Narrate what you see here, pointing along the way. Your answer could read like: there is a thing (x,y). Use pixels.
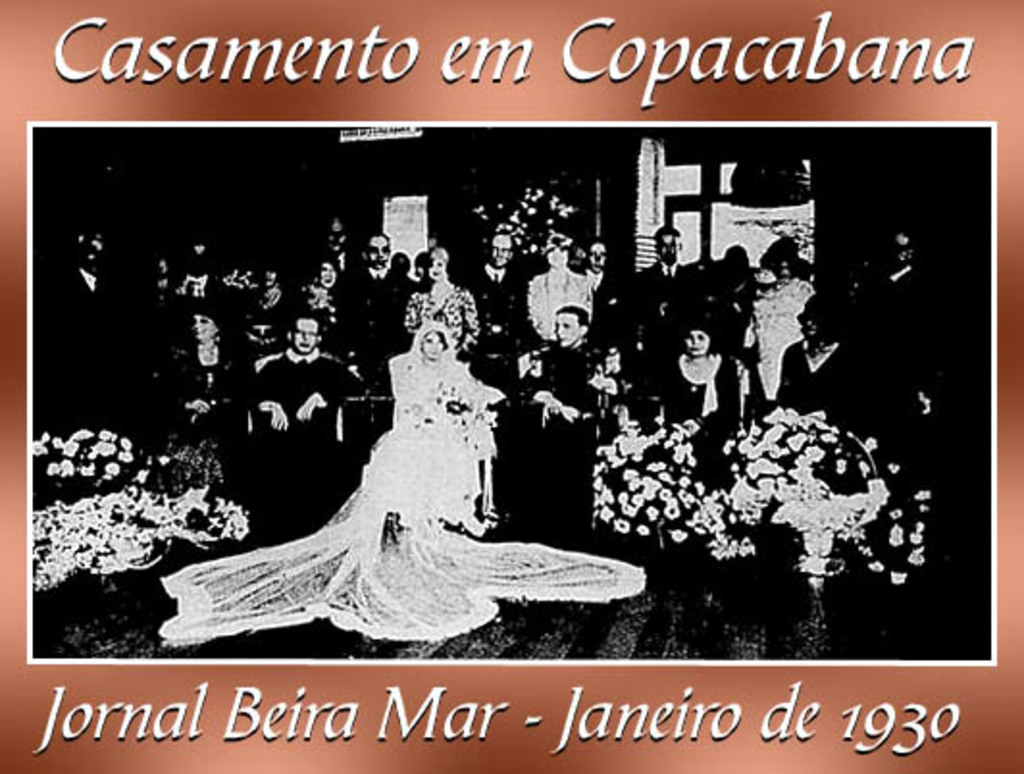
We can see poster (517,293), in this poster (498,453) we can see people (316,276) and text (401,67).
